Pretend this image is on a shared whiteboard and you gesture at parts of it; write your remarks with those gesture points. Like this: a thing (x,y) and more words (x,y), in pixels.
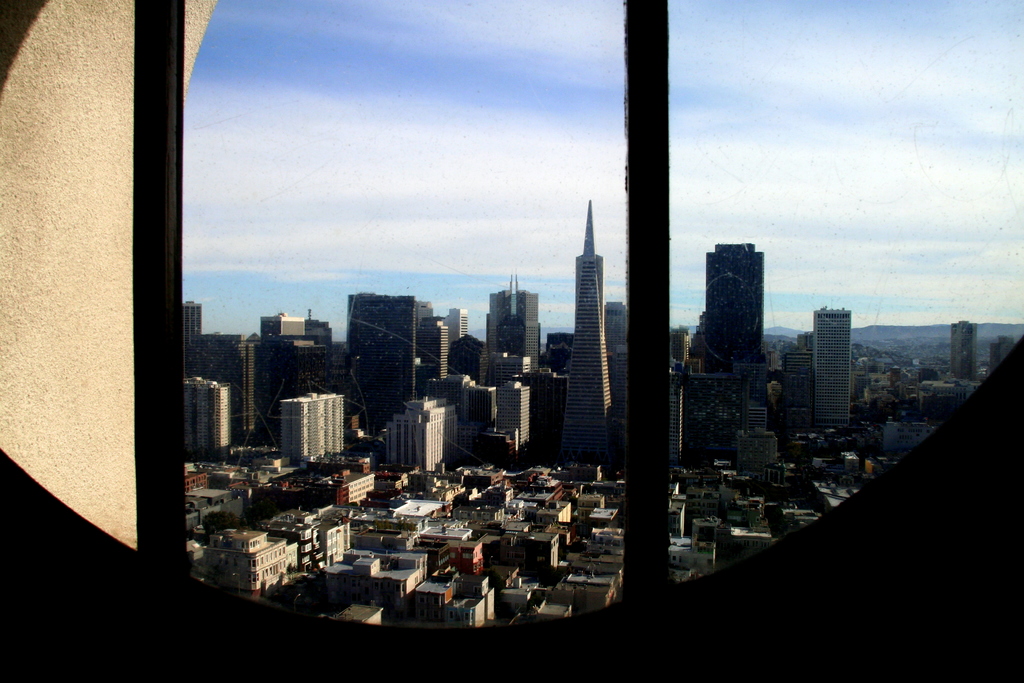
In this image I see number of buildings (540,365) and I see the cloudy sky (744,156) and I see the wall (40,34) over here.
